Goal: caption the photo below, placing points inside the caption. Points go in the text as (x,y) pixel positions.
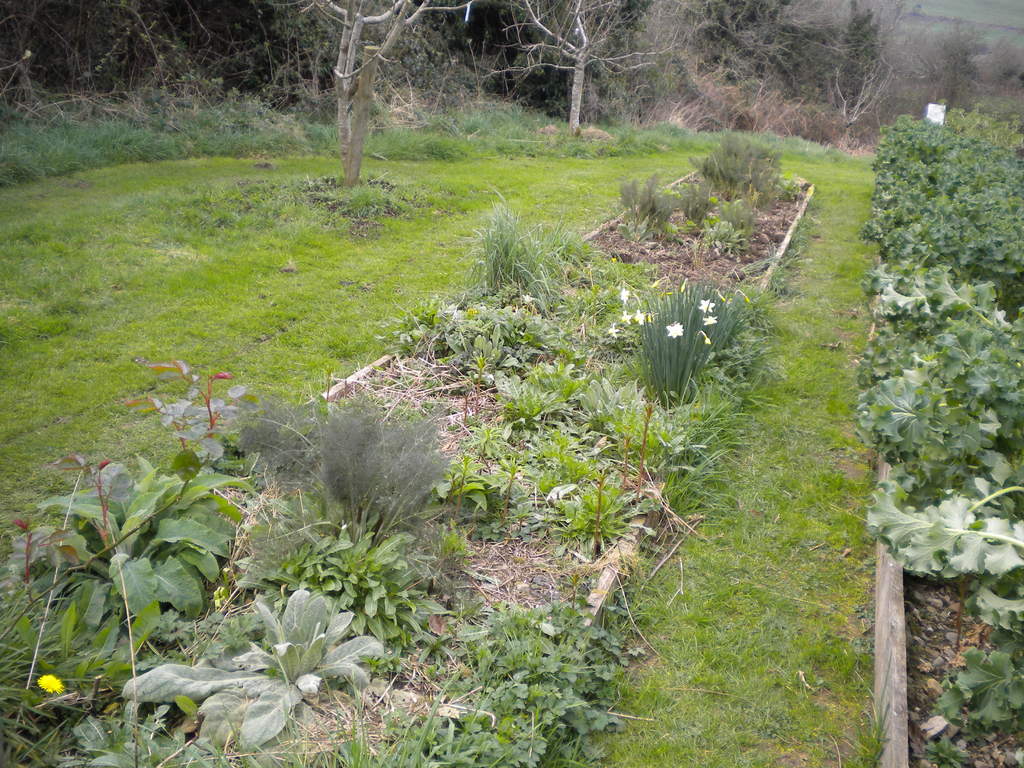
In this image we can see plants (991,347). At the bottom of the image (698,586) there is grass (256,263) on the surface (313,240). In the background (869,50) there are trees (692,45).
